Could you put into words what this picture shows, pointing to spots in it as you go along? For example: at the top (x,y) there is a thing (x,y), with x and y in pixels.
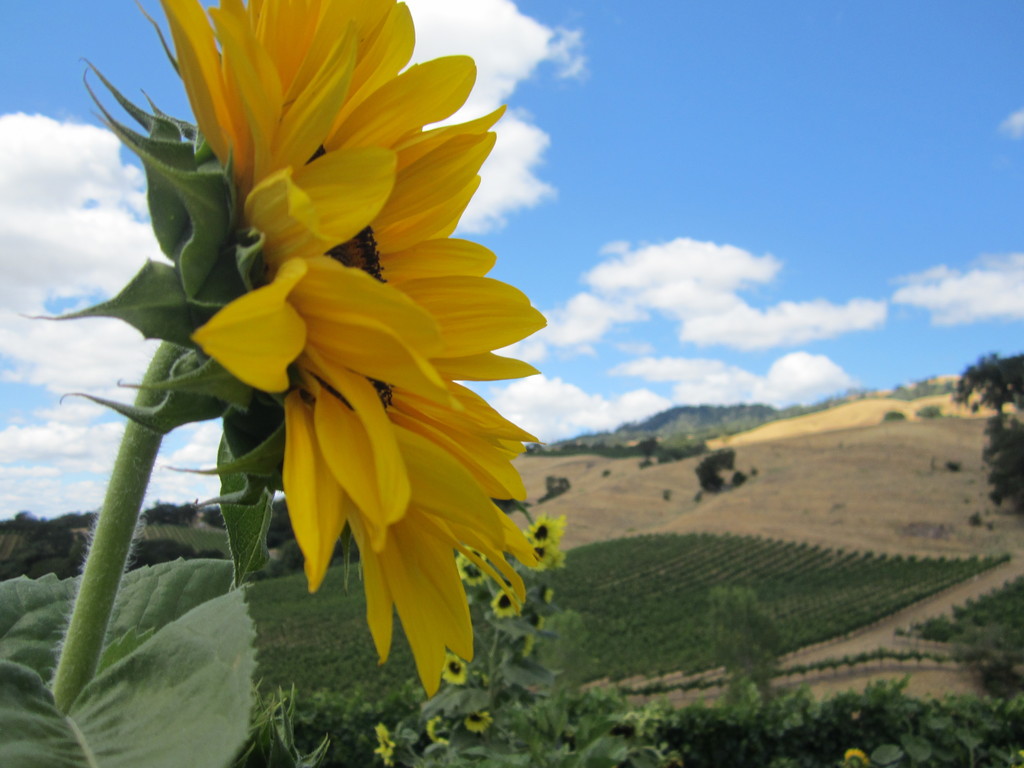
This picture shows few trees (1008,466) and we see flowers (417,475) and few plants (816,721) and a blue cloudy sky (760,112).
